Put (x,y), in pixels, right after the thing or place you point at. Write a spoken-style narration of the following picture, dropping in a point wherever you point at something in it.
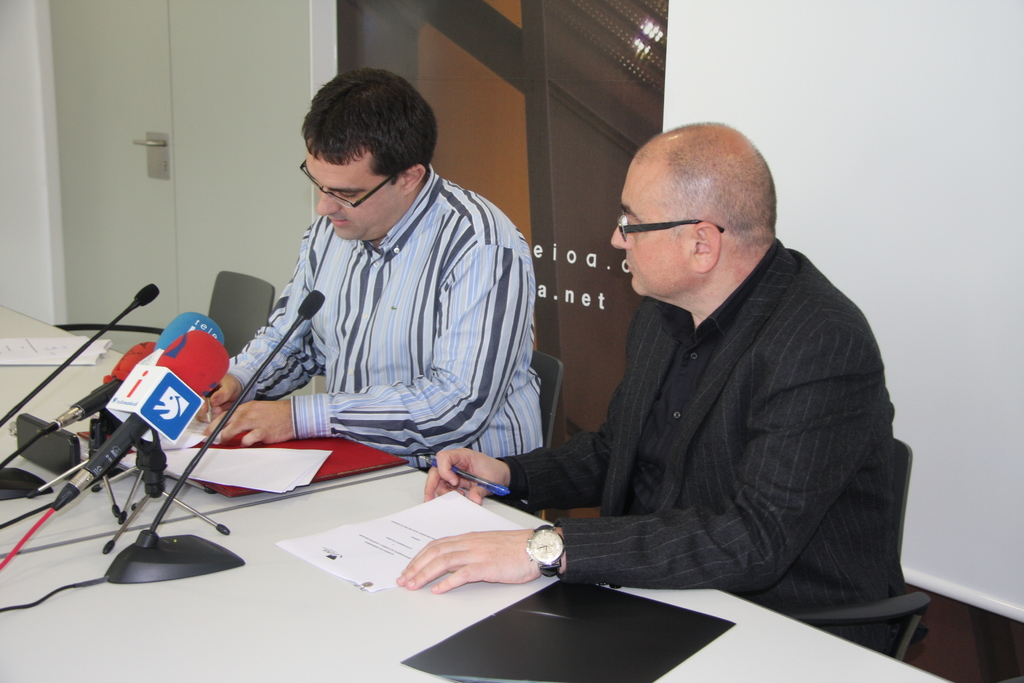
In the image we can see two men (600,465) sitting, wearing clothes (422,430) and spectacles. The right side man (676,464) is wearing a wristwatch (541,561). In front of them there is a table (258,637), on the table (300,628), we can see papers (281,463), files (540,636) and microphones (165,398). Here we can see chairs (544,434), wall (527,241) and a door (90,166).
